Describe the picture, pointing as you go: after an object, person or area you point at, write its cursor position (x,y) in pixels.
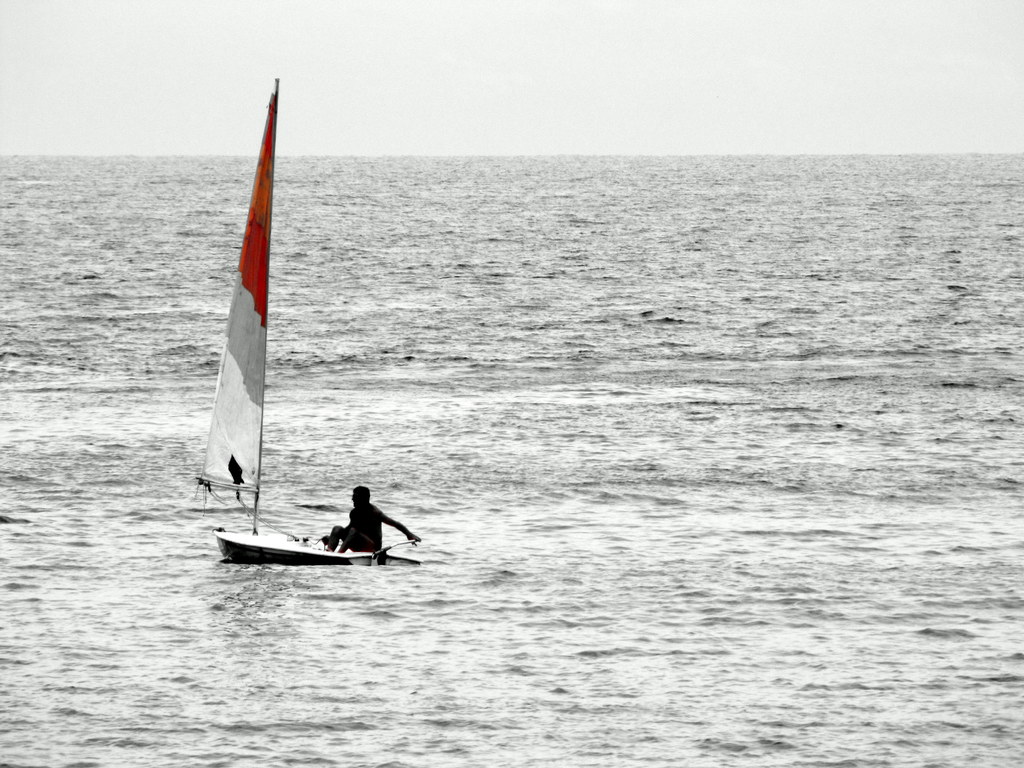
In this image there is the sky (499,41) towards the top of the image (439,43), there is water (626,454) towards the bottom of the image (483,667), there is a boat (289,538) on the water (312,573), there is a man (367,521) sitting on the boat (381,559), he is holding an object (387,547).
